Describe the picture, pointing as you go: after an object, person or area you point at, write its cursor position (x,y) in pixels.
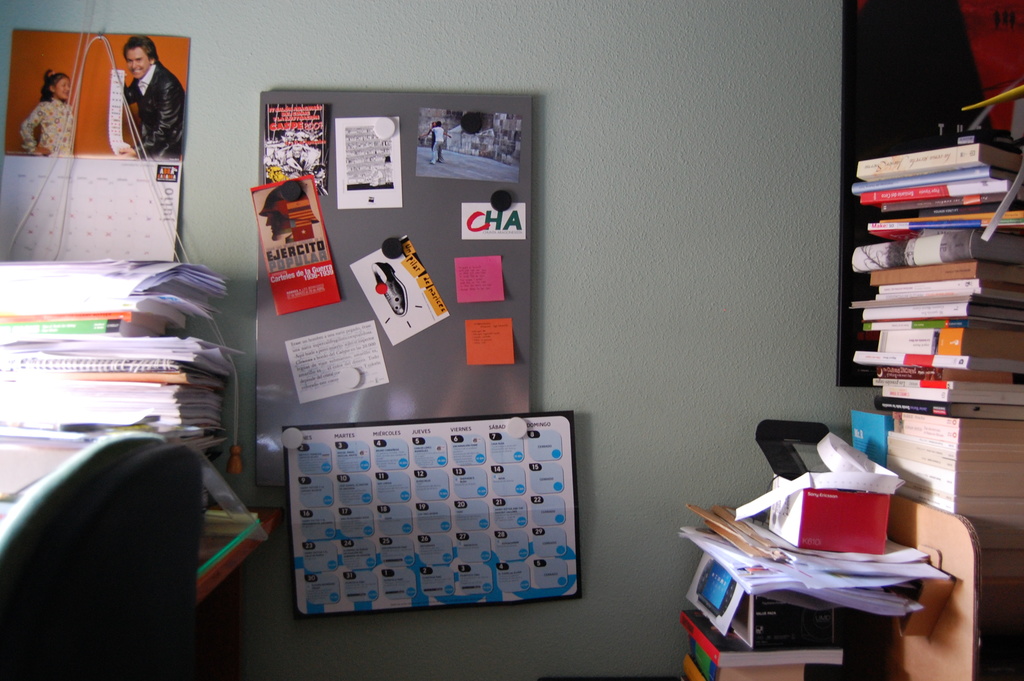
This picture is clicked inside the room (643,355). On the right side (989,364), we see books (927,317) which are placed on the table (928,594). Beside that, we see books (690,631) and papers (890,567). On the left side (181,394), we see a table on which books (39,364), papers (59,398) and files (152,369) are placed. Beside that, we see a chair (114,596). In the background (668,171), we see a green wall (662,346) on which two calendars (399,578) and a grey color board (426,357) with posters (382,177) pasted on it are placed.
